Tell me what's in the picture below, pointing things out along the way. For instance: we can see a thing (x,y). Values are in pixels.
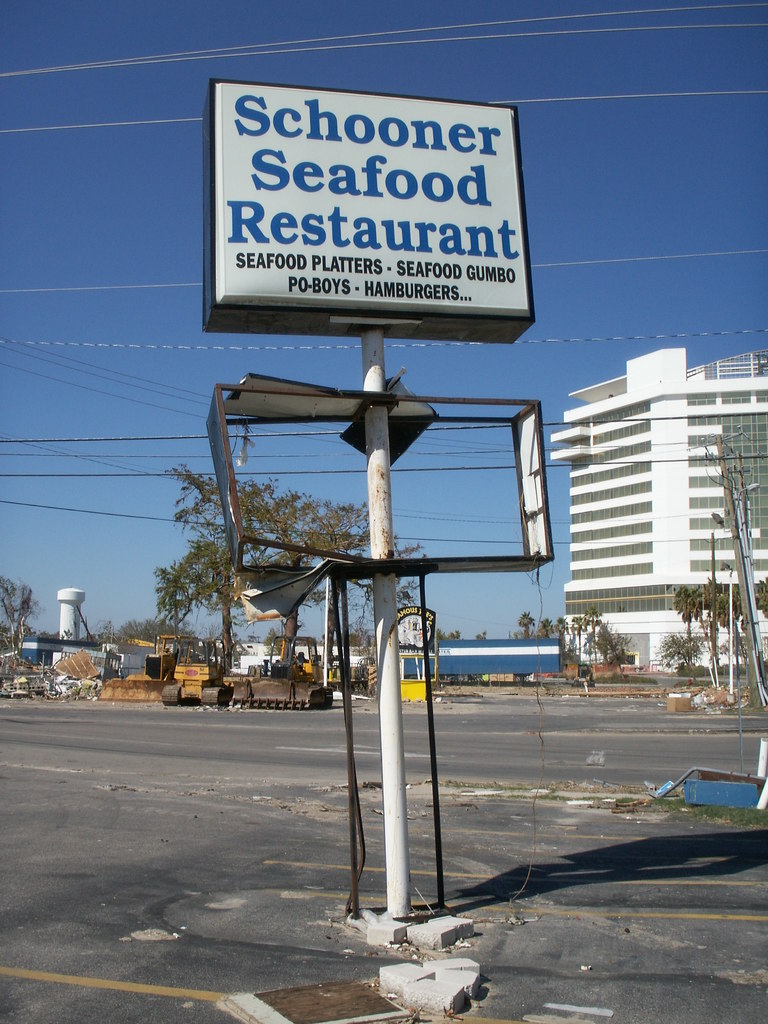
In the background (689,41) we can see the sky (377,13), building (753,527), trees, excavators (155,664), poles (755,598), tower (75,628) and objects (430,638). In this picture we can see a board (467,114) with some information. At the bottom portion of the picture (488,934) we can see the road (286,895).
